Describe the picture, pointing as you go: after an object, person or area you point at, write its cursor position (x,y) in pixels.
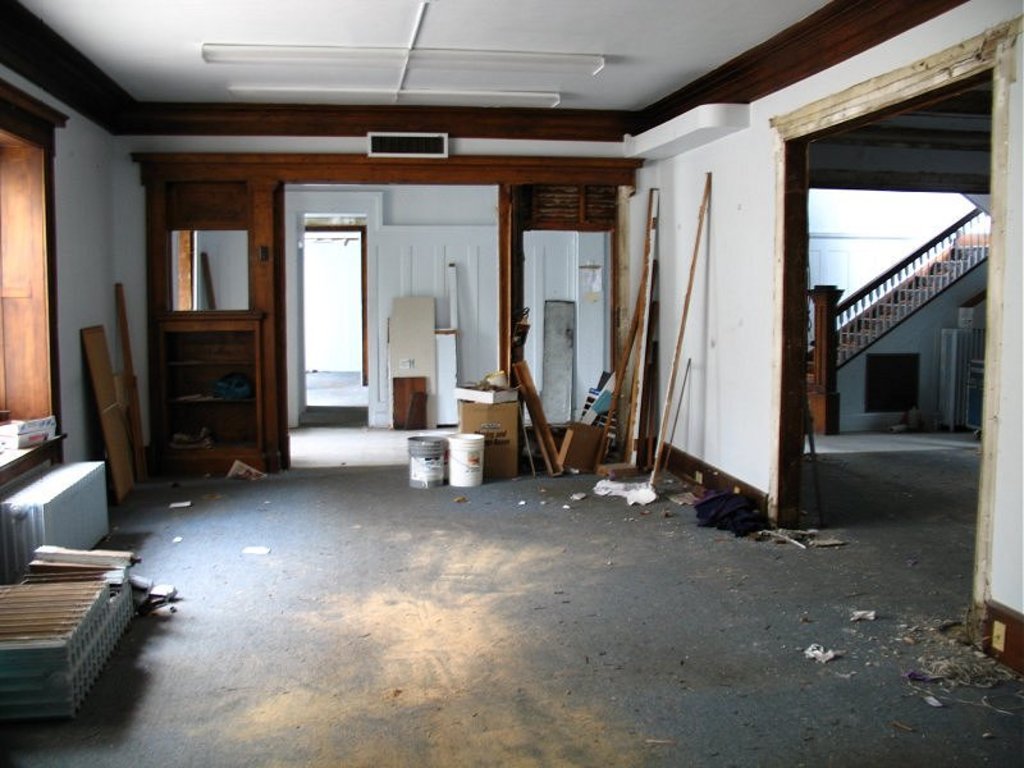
In this picture there is a inside view of the hall (323,706), which is renovating. In the front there is a wooden rack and a door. On the right side (884,312) we can see stairs (905,315) and wooden railing (830,335). On the left side (65,555) there are some radiators (85,518) and wooden rafters (128,492).
